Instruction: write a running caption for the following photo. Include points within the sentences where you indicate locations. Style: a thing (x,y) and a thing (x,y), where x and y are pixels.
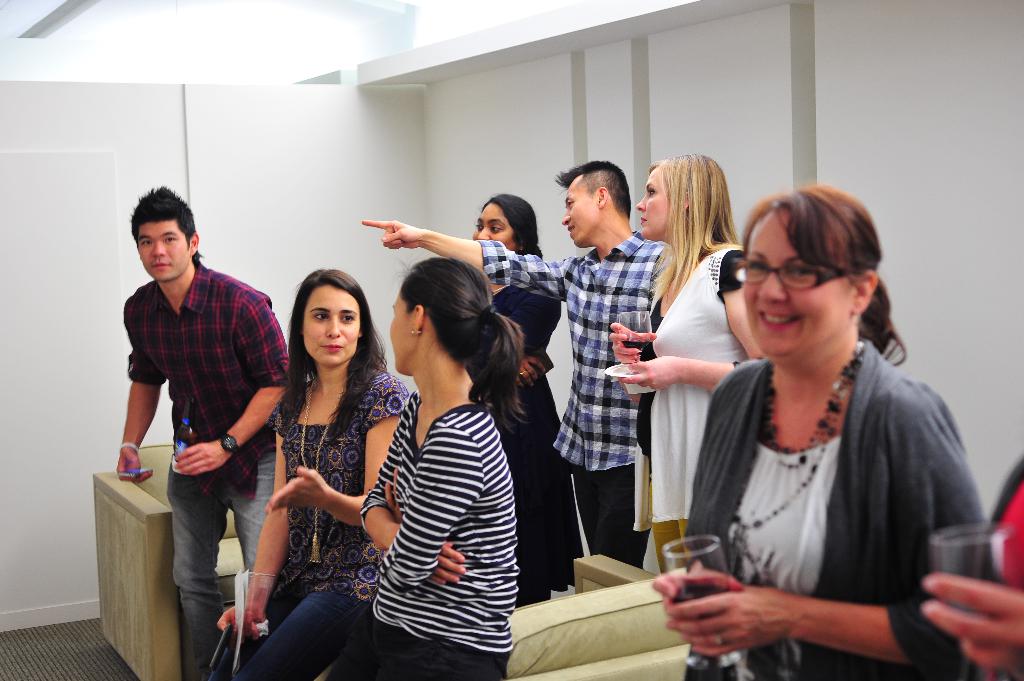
In this picture we can see some people (792,412) standing here, there is a sofa chair (234,564) here, in the background (374,256) there is a wall (352,152), a woman (864,578) on the right side (834,578) is holding a glass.
